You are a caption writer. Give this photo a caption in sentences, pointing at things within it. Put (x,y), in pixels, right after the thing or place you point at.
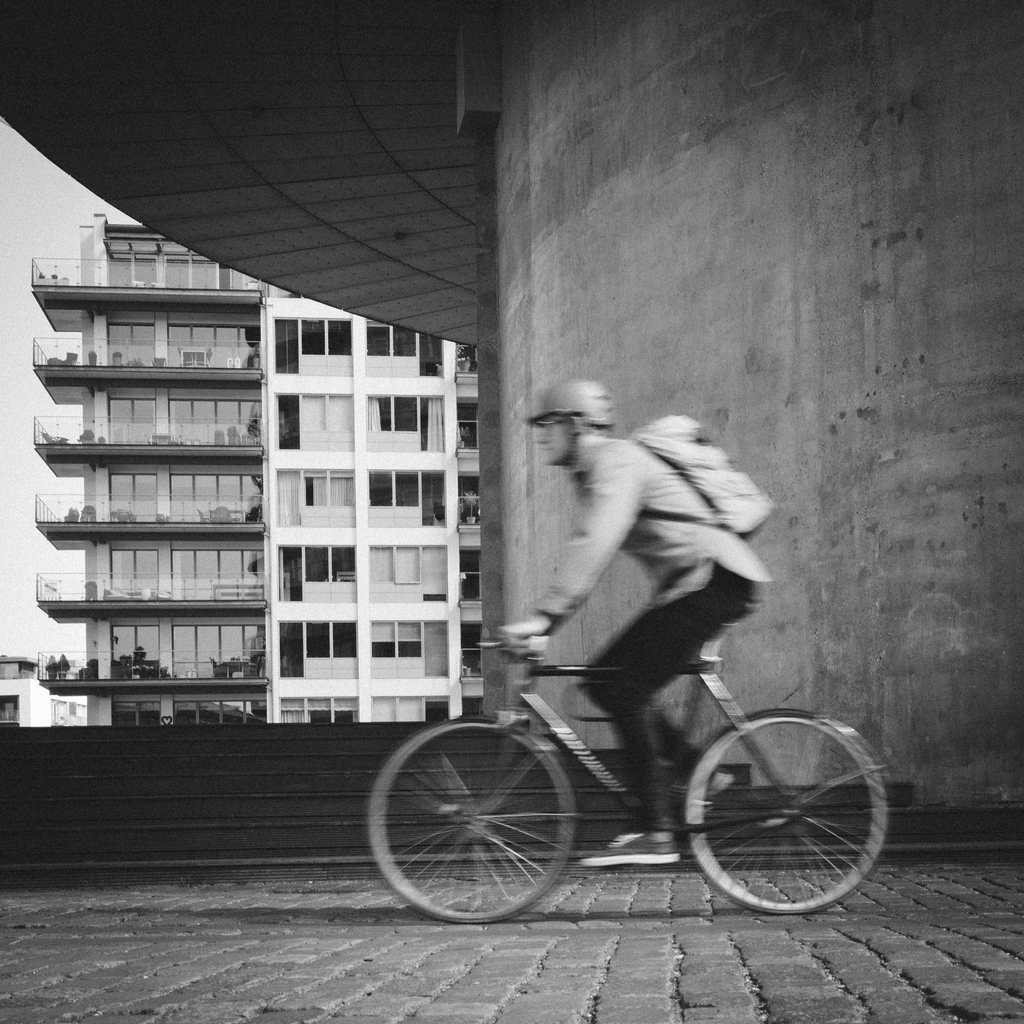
In this image i can see a person (592,564) riding a bicycle (738,718). In the background (354,531) i can see the building (255,543) and the sky (17,215).
